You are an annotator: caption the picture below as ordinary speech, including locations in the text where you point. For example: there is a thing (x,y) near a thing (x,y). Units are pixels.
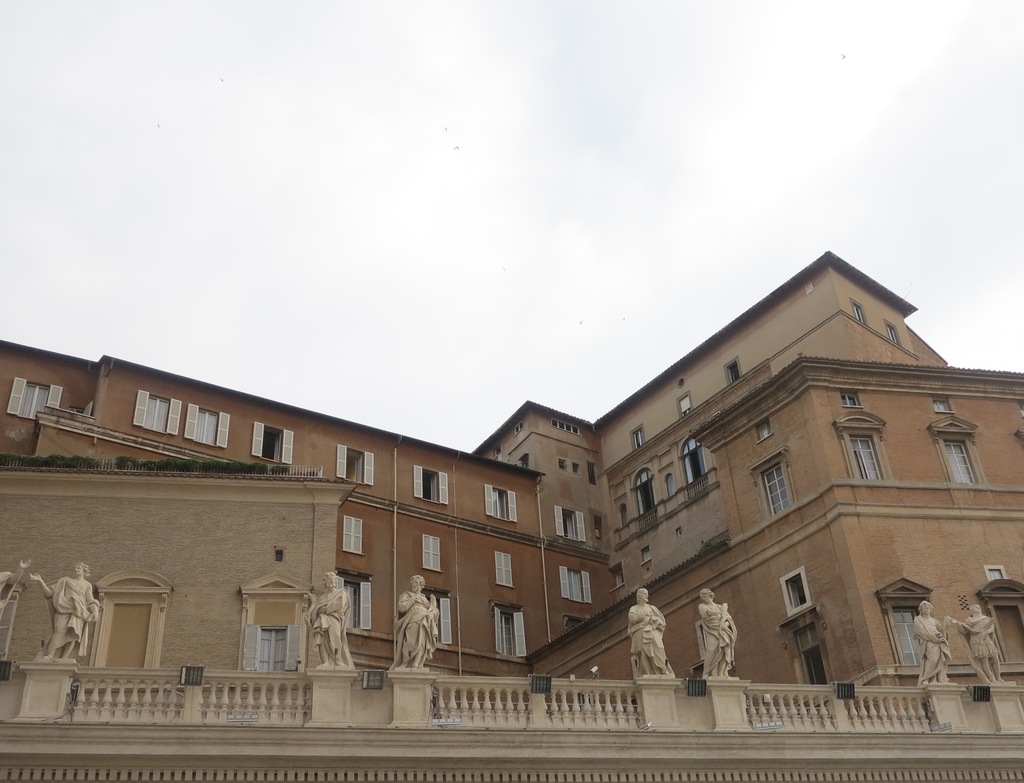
In this image we can see buildings (347,501), plants (154,461), iron grill (297,470), pipelines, statues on the wall (227,691) and sky (398,249) in the background (656,140).
